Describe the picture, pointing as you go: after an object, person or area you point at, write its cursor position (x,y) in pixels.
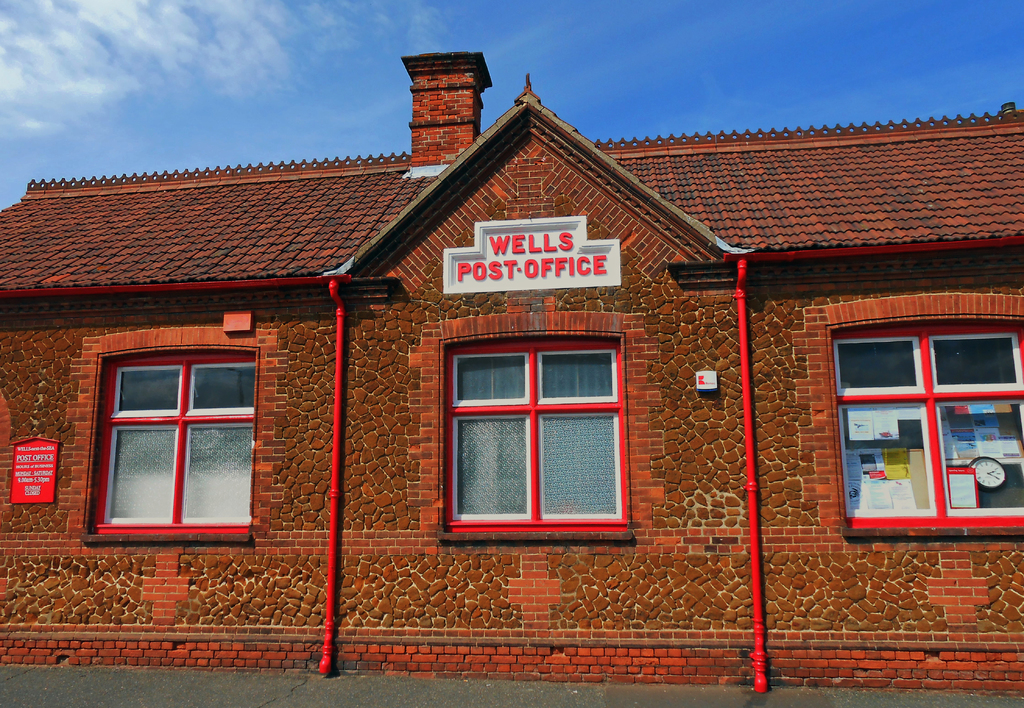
It's a brick wall (836,660) there are 3 windows (985,328) on it and in the middle (467,288) wells post office name plate (552,258) is there on it. At the top (243,66) it's a sunny sky (243,60).
